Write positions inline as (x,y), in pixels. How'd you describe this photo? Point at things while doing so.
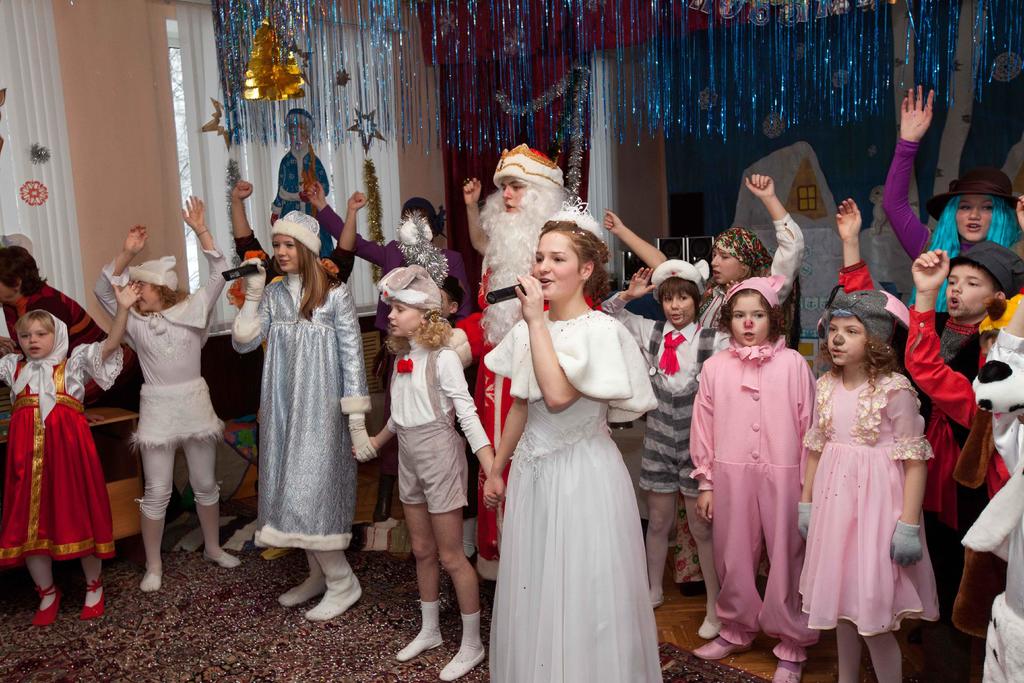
In this image I can see a woman (539,504) wearing white colored dress (539,504) is standing and holding a microphone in her hand (535,301). I can see few other persons (518,249) wearing costumes (1015,477) are standing on the ground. In the background (136,135) I can see the cream colored wall (138,149), the white colored curtain (64,190), few decorative items (367,79) which are blue and gold in color and few other objects (314,157).
